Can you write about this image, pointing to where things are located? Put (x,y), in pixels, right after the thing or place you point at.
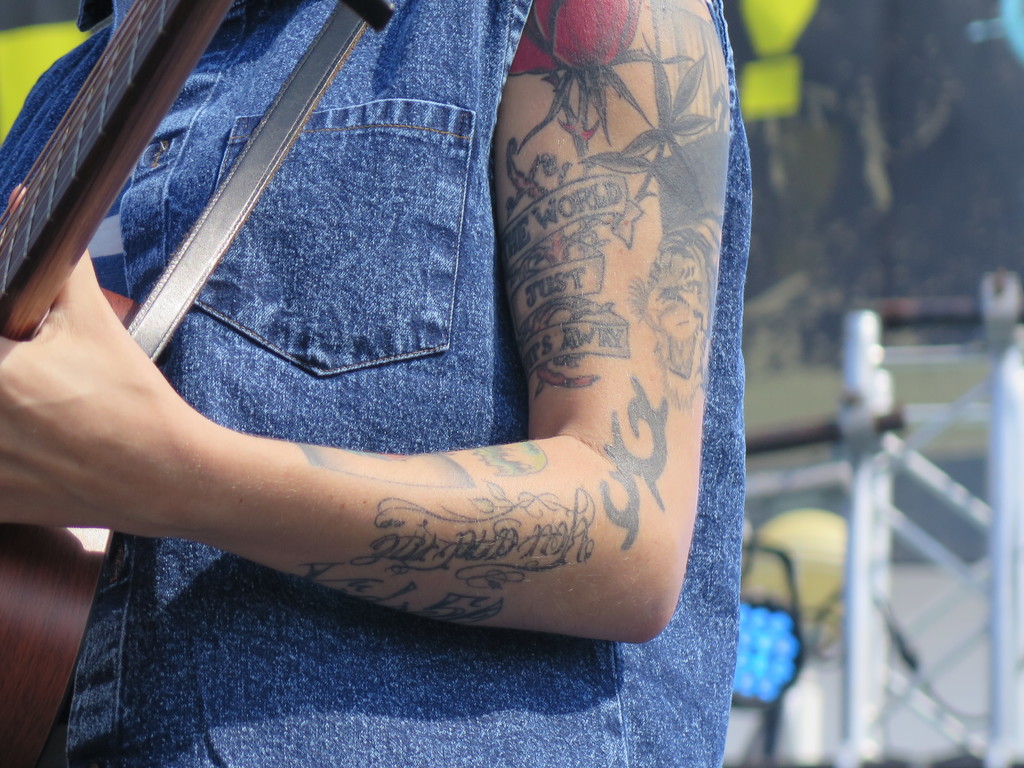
In the image we can see a person (312,202) wearing clothes (282,244) and holding a guitar (39,192) in hand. Here we can see the fence (824,426) and the background (822,564) is blurred.
